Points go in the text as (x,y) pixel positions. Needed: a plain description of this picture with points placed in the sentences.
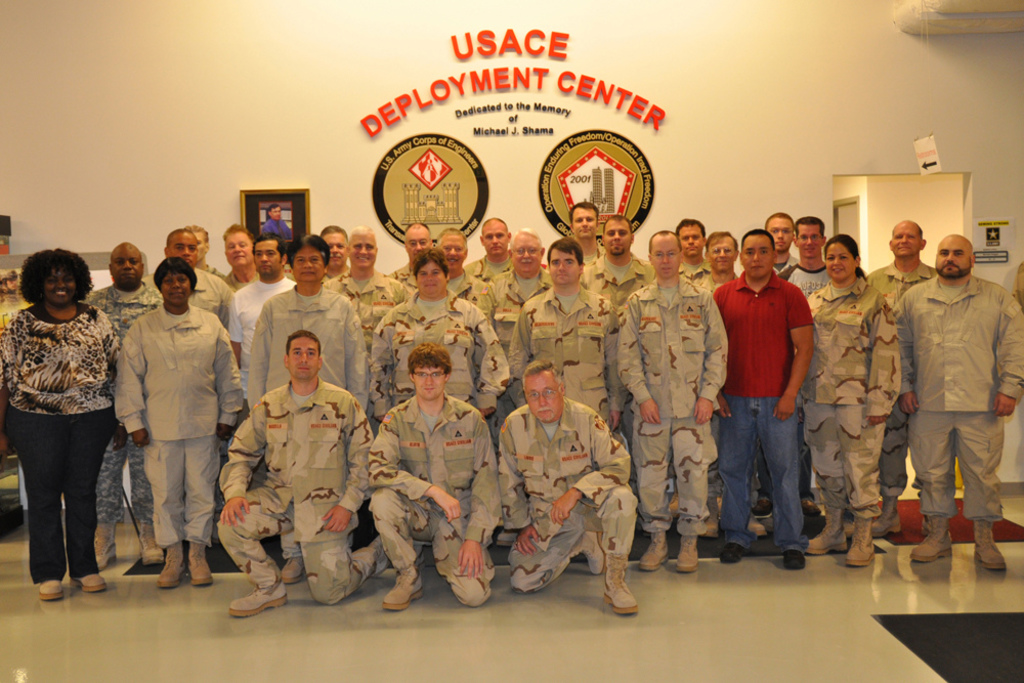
In this picture we can see a group of people (488,557) standing on the floor (101,622) where three are in squat position and in the background (246,224) we can see a frame (275,206) and posters (1013,242) on the wall (271,126).
